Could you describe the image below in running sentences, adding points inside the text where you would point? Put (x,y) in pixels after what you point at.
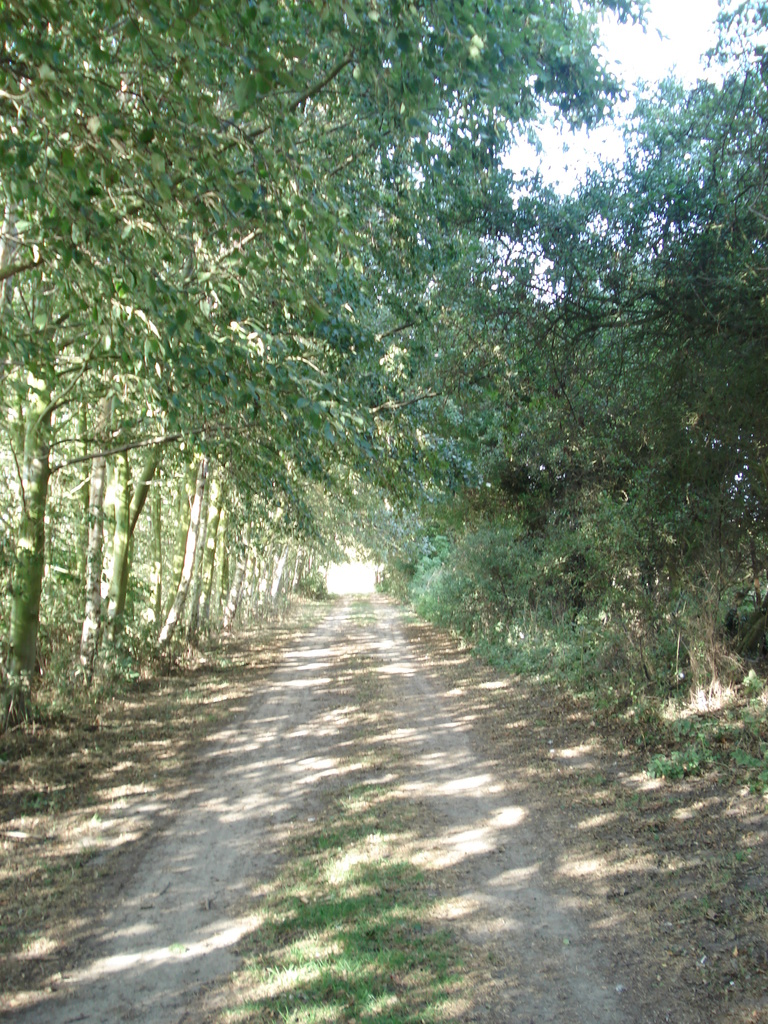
Here we can see trees (426,556). This is grass (241,995). In the background (680,52) there is sky (617,121).
